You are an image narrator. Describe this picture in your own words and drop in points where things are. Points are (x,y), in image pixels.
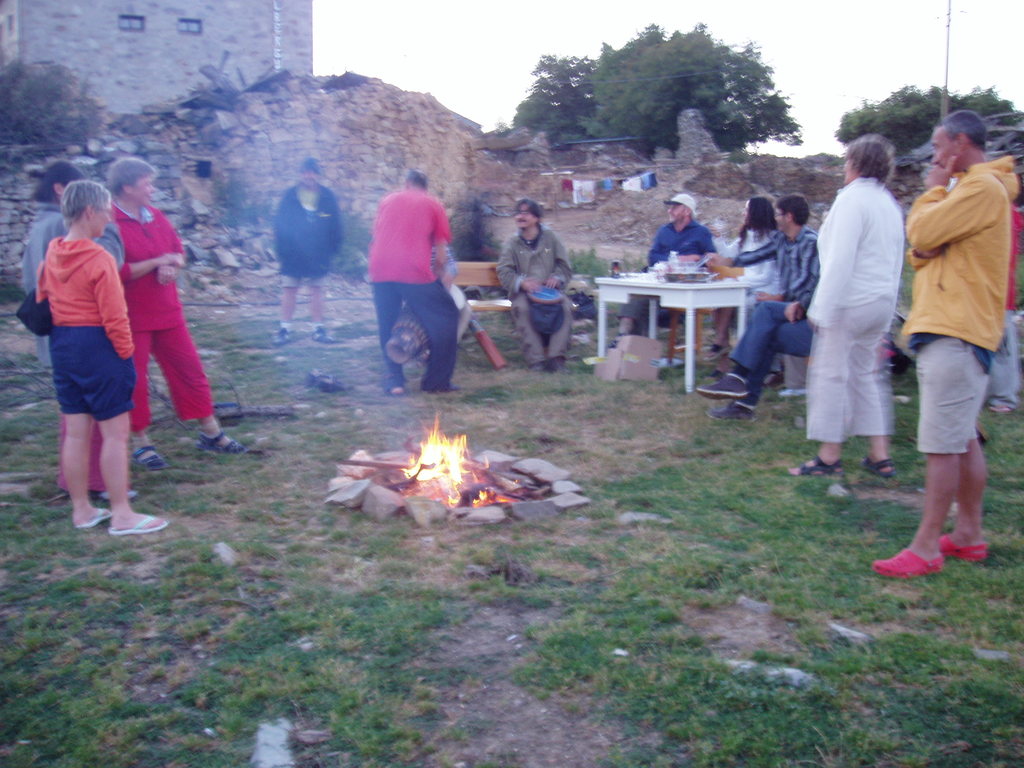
In the foreground of this picture (518,471), we see fire (467,489), around fire (475,497) there are few stones (381,492). On the right (840,463), we see 5 persons (917,295), few are sitting and few are standing on the grass (329,479). On the left (110,447), we see three woman (110,291) standing on the grass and in the background (309,282), there are two persons (502,270) sitting and two are standing. On the top (257,47) we see buildings (272,17), trees (626,58), and the sky (708,29).
